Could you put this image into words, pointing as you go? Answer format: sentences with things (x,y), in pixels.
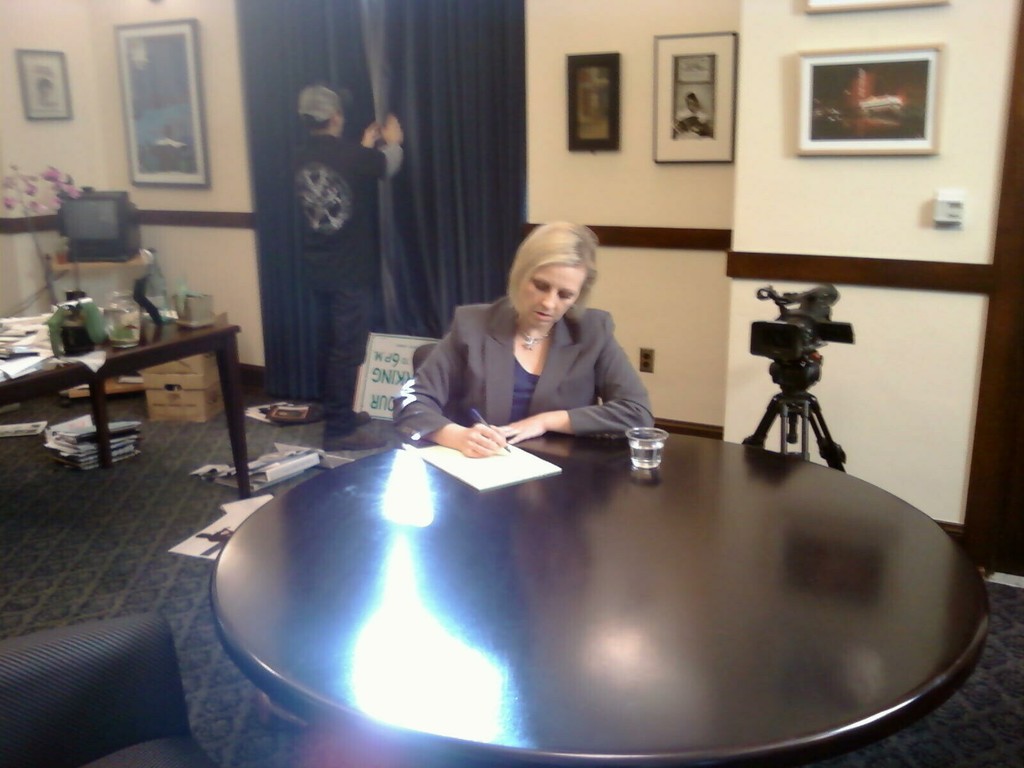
The lady (493,378) sitting in chair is writing something on a paper (502,465) which is on the table (562,506) and there is a camera (785,355) beside her and there is a person (353,284) standing behind her and there are papers (254,467) on the floor (230,455).
